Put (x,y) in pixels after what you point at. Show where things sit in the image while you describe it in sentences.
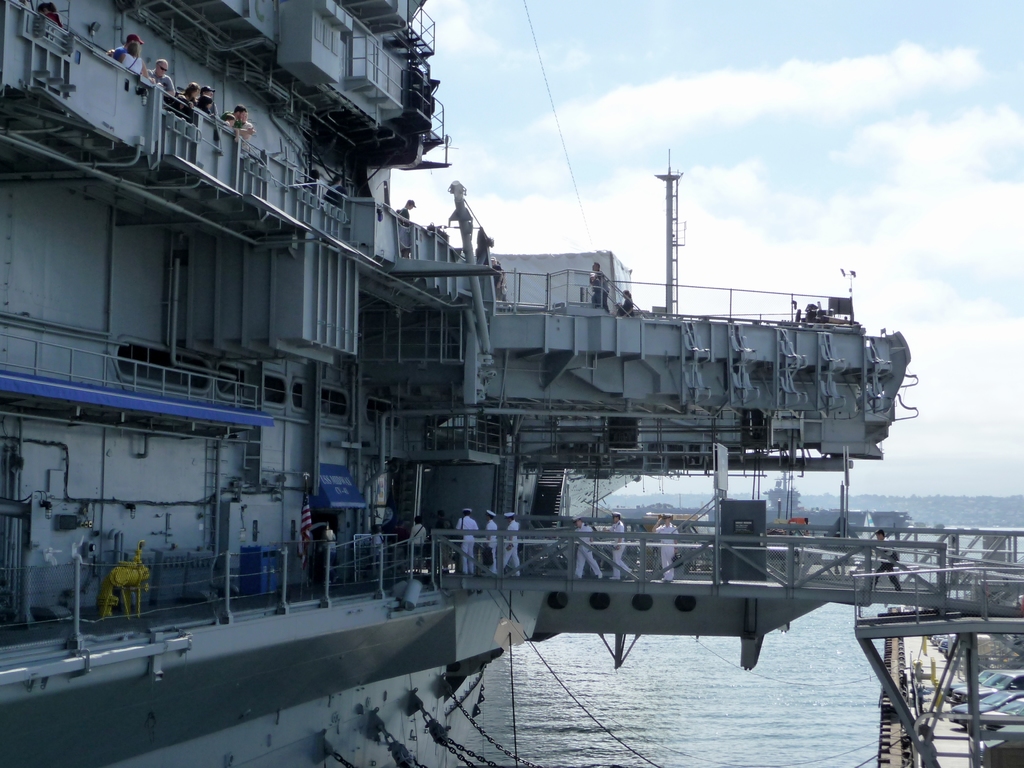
In this picture I can see the navy ship (573,596) on the water (509,688). On the left (163,84) I can see some people (188,91) who are standing near to the fencing (258,579). In the center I can see the officers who are wearing white dress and crossing the bridge (714,569). In the background (995,519) I can see the mountain (980,518) and trees (999,506). At the top (792,60) I can see the sky (846,86) and clouds (827,239).
